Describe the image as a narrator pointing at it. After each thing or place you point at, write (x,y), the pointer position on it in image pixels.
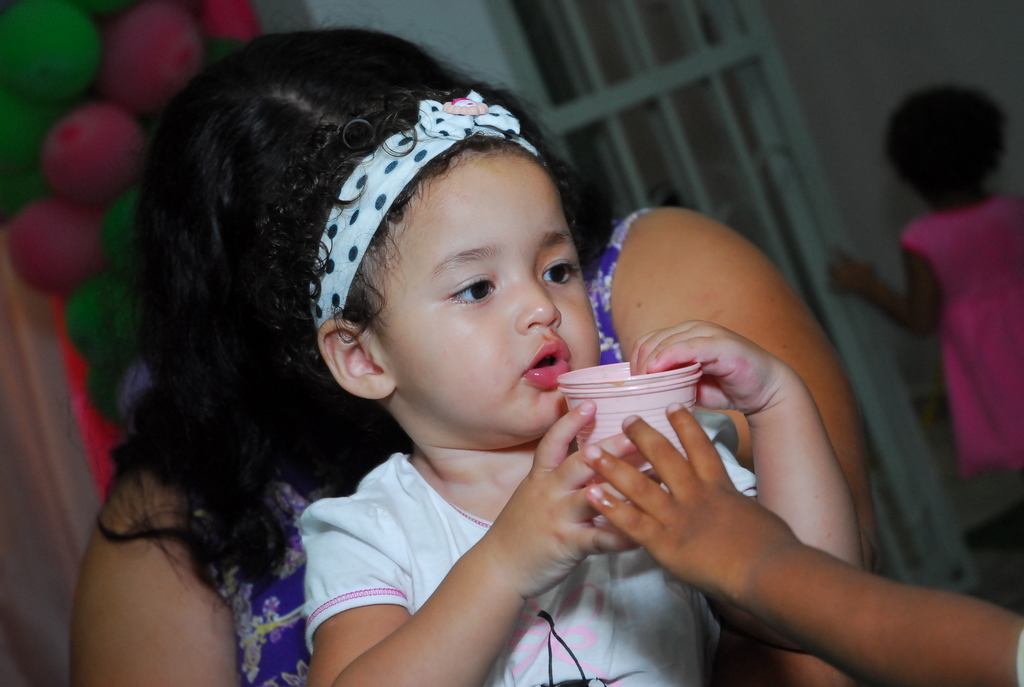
In this image I can see three people (445,434) with different color dresses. I can see one person (506,444) is holding the cup (602,427). In the background (29,36) I can see some green and red color balloons (101,168), door (743,25) and the wall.
